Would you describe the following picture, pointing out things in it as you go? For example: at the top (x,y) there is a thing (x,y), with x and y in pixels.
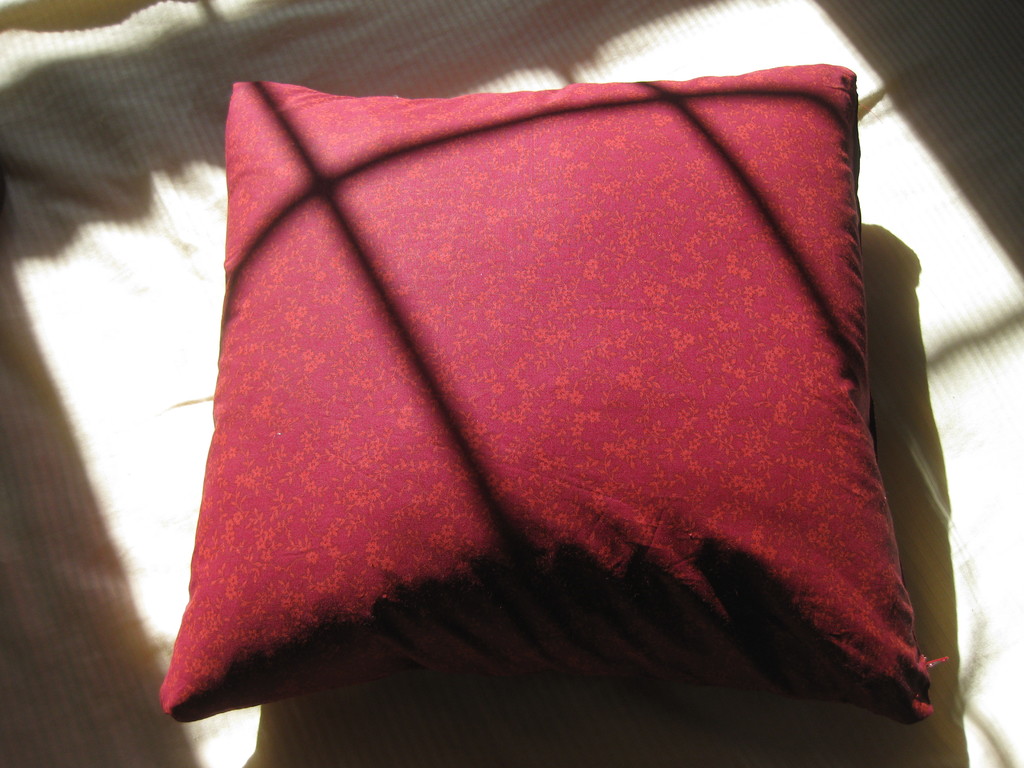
Here I can see a red color pillow (430,416) on a white color bed sheet (143,263).
